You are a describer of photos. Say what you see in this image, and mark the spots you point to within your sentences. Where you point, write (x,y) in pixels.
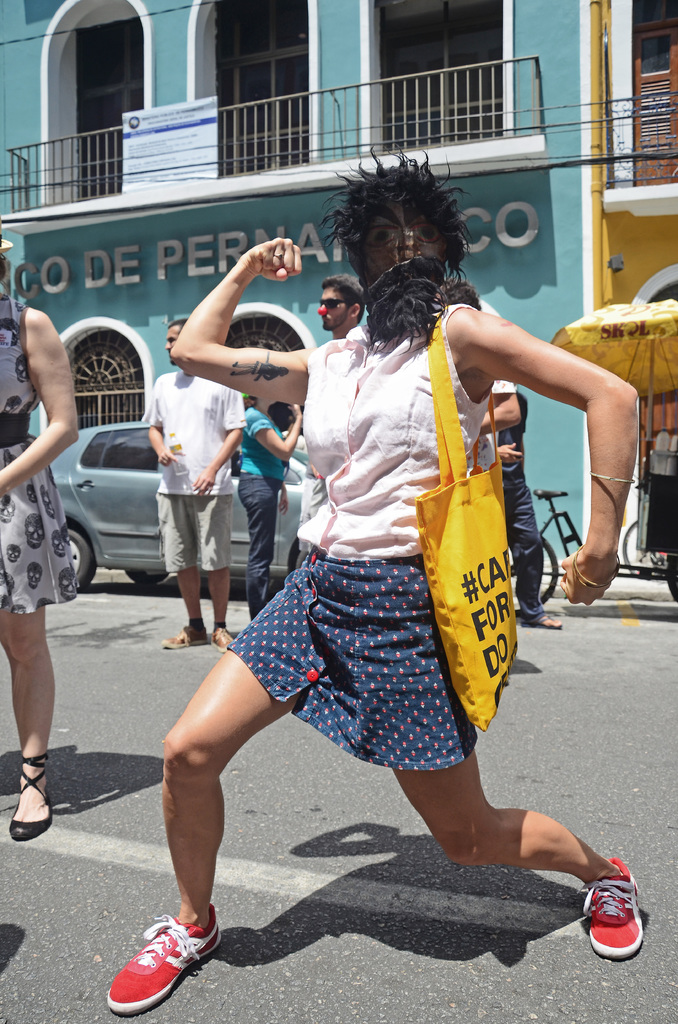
In the picture there is a girl (409,562) in the foreground (388,416) and around the girl (359,434) there are few people (207,423) and in the background (68,313) there is a building (200,206) and in front of the building (97,414) there is a car (111,506).
